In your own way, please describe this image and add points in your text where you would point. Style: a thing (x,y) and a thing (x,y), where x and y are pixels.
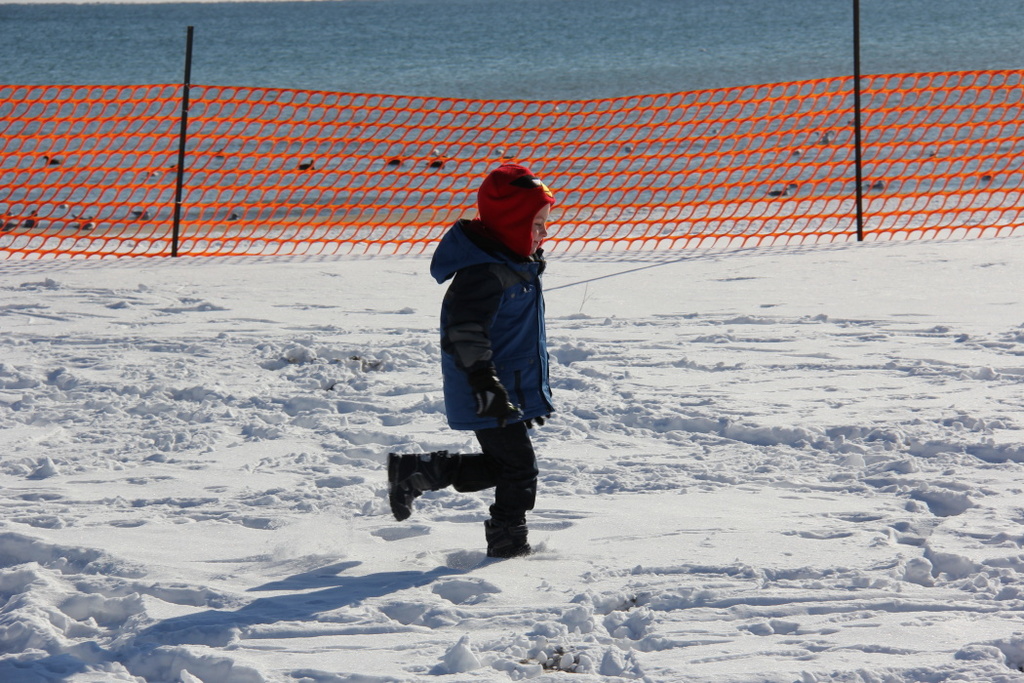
In this picture we can see a kid (488,397) is walking on the snow (456,497). Behind the kid (500,287) there are poles (180,156) with the net (284,107). Behind the poles (181,137), it looks like the water (509,44).
